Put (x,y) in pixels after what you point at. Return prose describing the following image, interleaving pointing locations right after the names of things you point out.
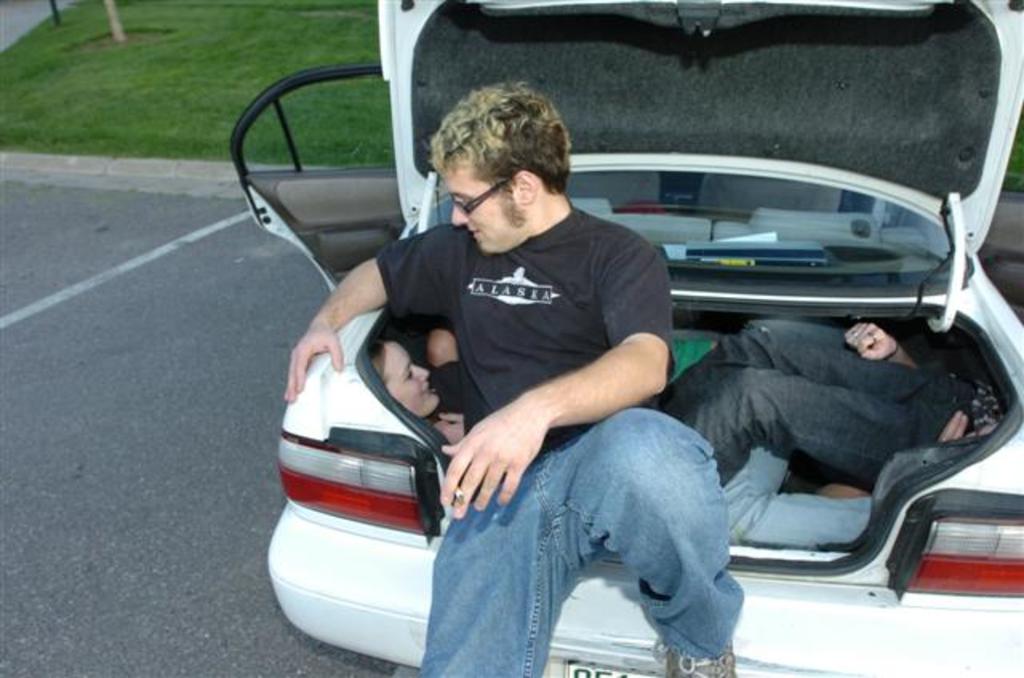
The picture is outside a road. There is a white car (908,588). Inside the trunk (808,568) there are two persons (802,411). In edge of the trunk (746,564) one man (656,516) is sitting wearing black t shirt (565,299) and blue jeans (528,535). He is wearing a glass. He is looking at the lady (394,366) inside the trunk (393,365). There are grasses (156,117) in the background (164,95).
